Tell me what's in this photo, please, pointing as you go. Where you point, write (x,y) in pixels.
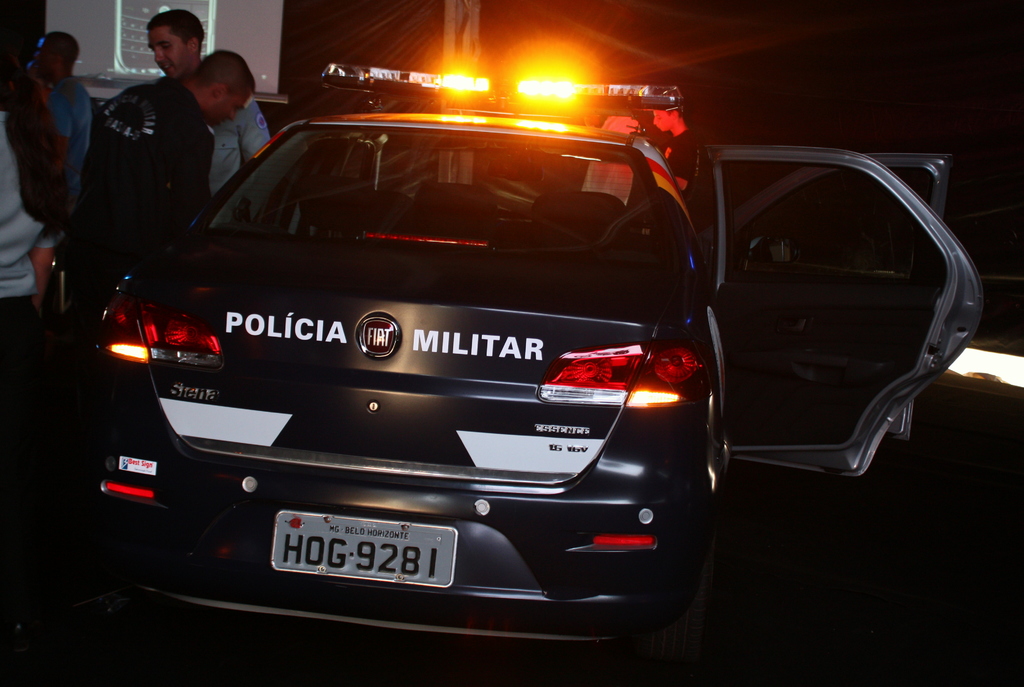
In this picture there are people (210,148) and we can see car (504,349) and screen (162,9). In the background of the image (596,57) it is dark and we can see lights (535,76).
